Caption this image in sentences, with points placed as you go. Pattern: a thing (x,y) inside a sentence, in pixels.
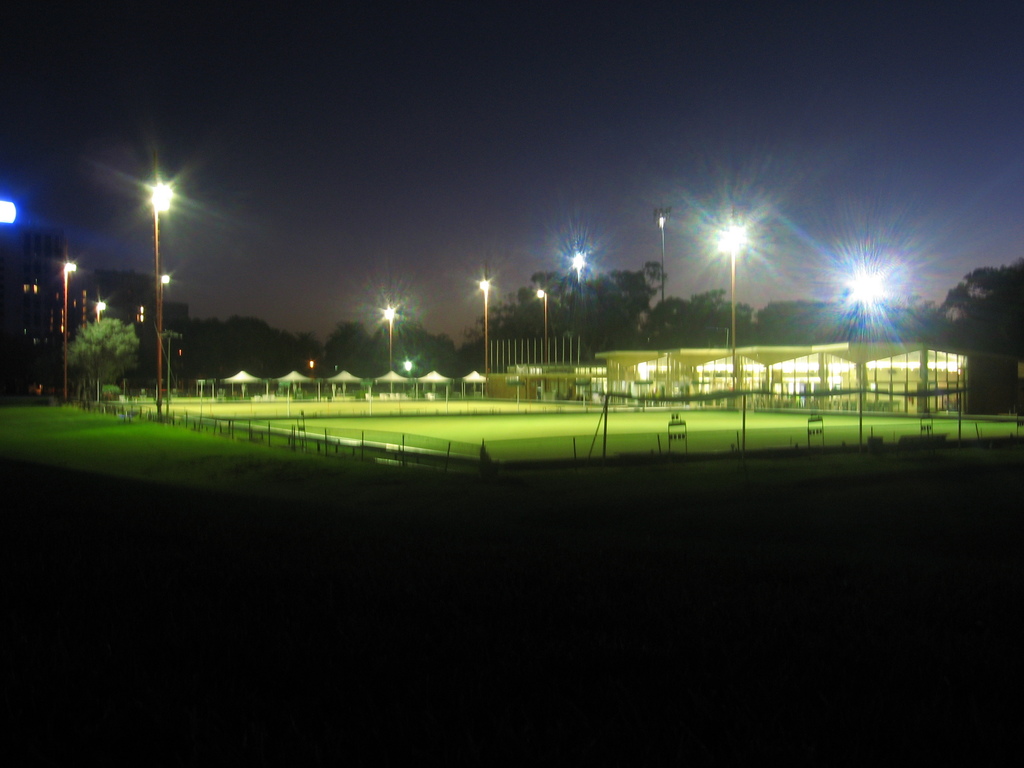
In this image there are buildings (920,355) and there are tents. We can see poles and lights (580,270). In the background (234,341) there are trees (592,280) and sky (360,193).
